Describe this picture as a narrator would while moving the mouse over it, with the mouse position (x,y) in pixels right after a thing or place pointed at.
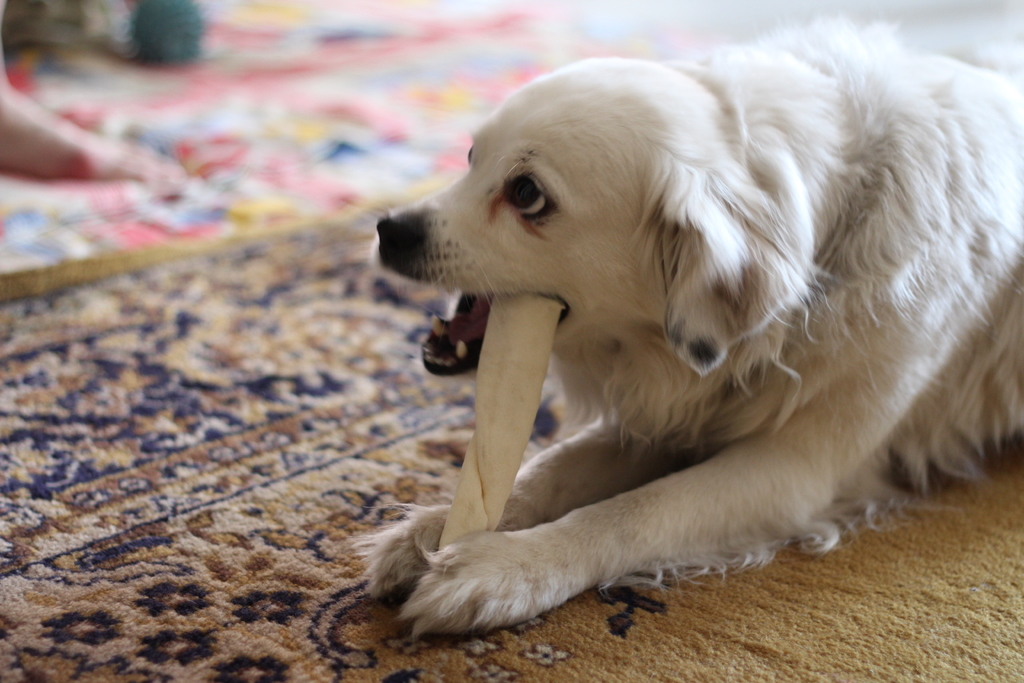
In this picture I can see there is a dog (844,247) and it is holding a bone (504,426) with legs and chewing it. There is a carpet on the floor (96,134) and there is a person's leg (80,165) visible here and there is a red color carpet (184,195). The backdrop (472,20) is blurred.
